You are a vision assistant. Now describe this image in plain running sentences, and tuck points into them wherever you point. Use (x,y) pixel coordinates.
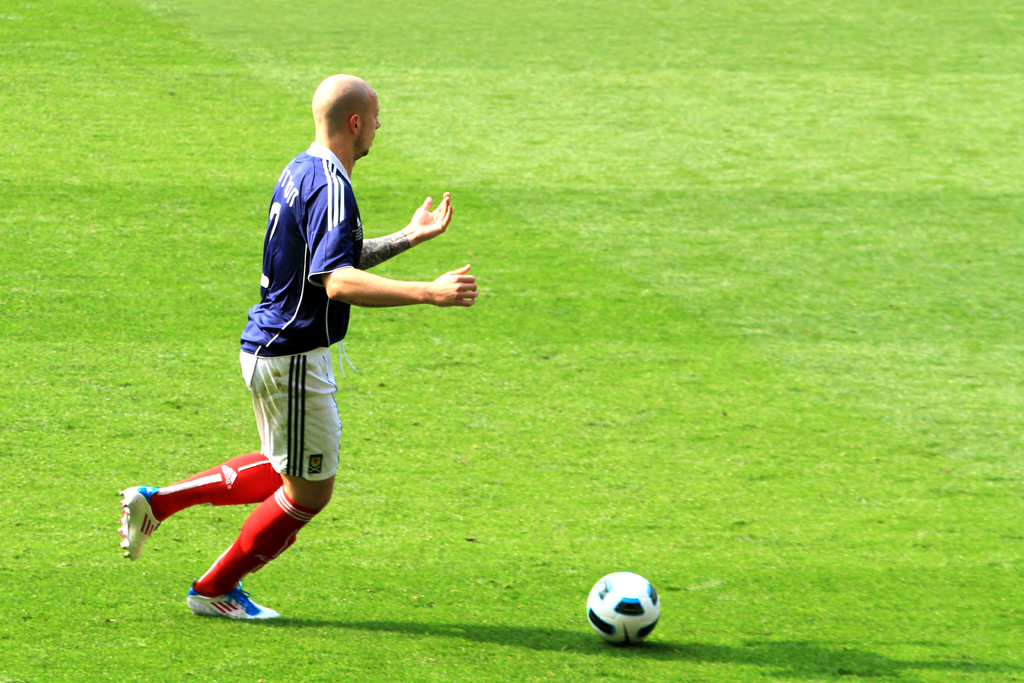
In this picture there is a man (278,309) with blue t-shirt (269,336) is running and there is a tattoo (384,246) on his left hand (424,210). At the bottom (355,623) there is a white ball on the grass (622,471) and there is a shadow (779,668) of the man (260,558) on the grass (791,663).
